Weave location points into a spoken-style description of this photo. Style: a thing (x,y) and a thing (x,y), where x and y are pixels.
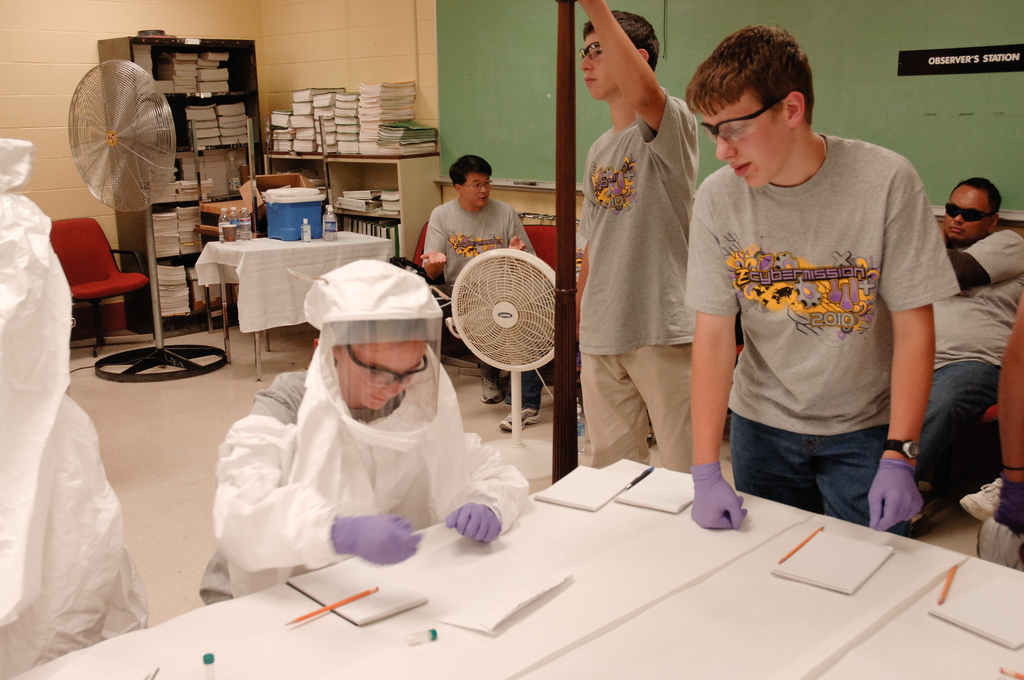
In this picture there is a man (315,494) wearing white color dress (345,455) with mask (384,387) sitting on the chair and holding something. Beside are two boys (766,362) standing and watching him. Behind there is a wooden rack (249,84) full of books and a table (311,245) with red color chair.
